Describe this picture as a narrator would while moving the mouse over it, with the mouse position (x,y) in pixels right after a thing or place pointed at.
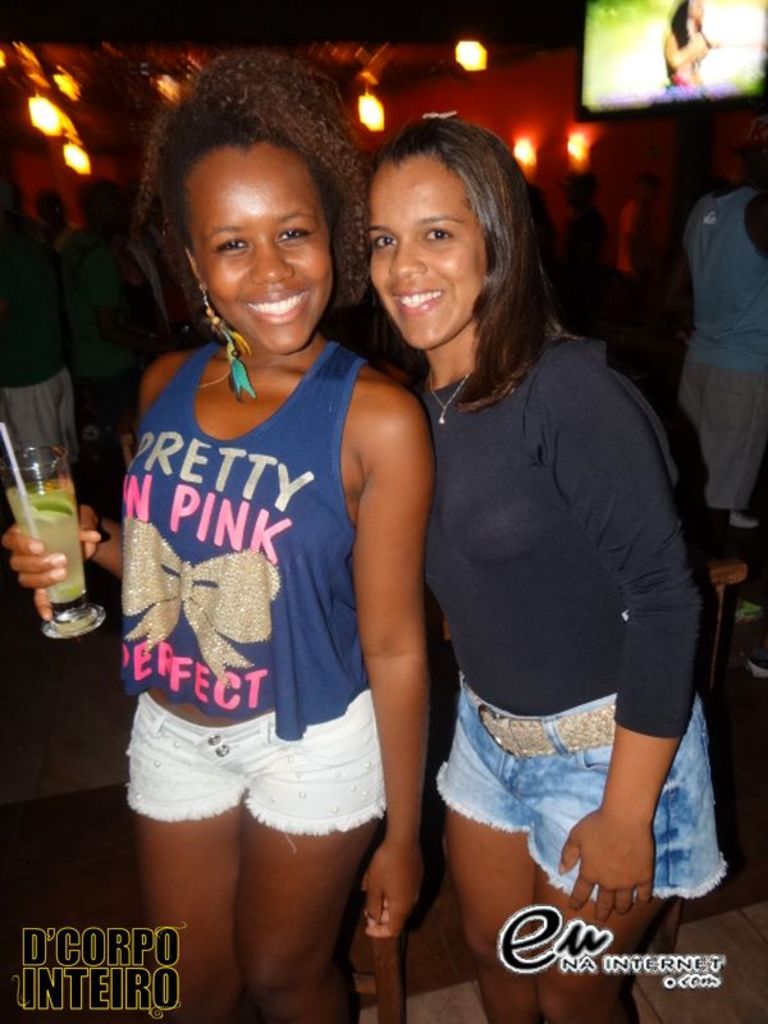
In this image in front (320,480) there are two people (320,639) wearing a smile on their faces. Behind them there are few other people (704,362). At the bottom of the image (79,867) there is a mat (76,845). In the background of the image (753,102) there is a TV (752,89). There are lights (574,141). There is some text (123,937) at the bottom of the image (118,958).
